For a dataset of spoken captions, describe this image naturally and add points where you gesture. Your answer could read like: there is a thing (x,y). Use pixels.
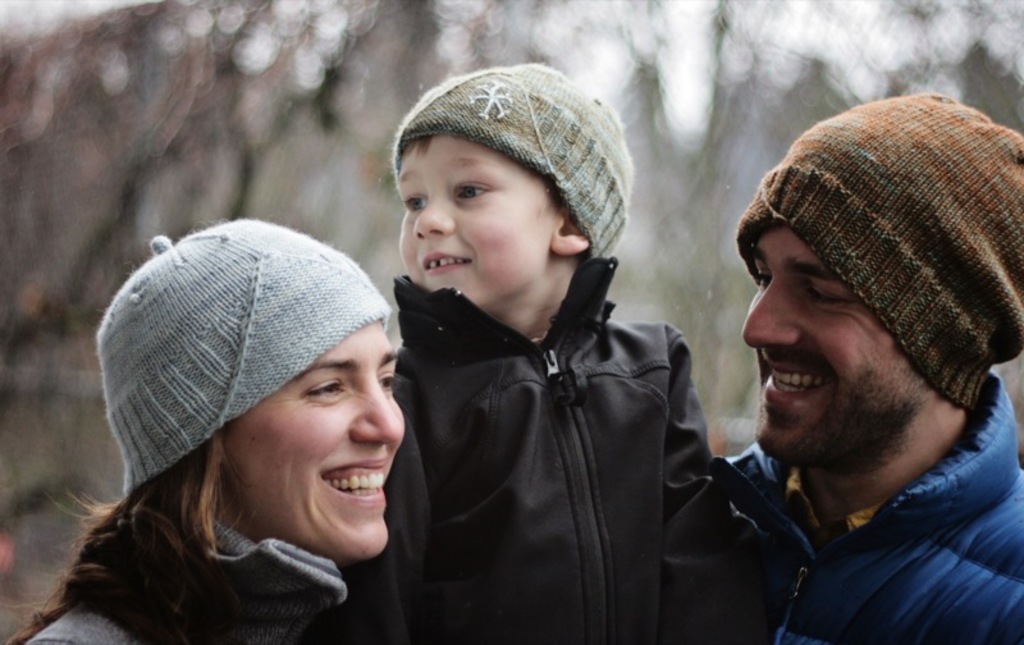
In this image I can see three persons (910,173). The person (910,173) at right (910,173) wearing blue jacket (951,494), brown cap (927,174), the person (428,495) in the middle (463,402) wearing black jacket (441,495) and the person (287,353) at left (224,398) wearing gray color dress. Background (697,25) the sky (677,55) is in white color.
